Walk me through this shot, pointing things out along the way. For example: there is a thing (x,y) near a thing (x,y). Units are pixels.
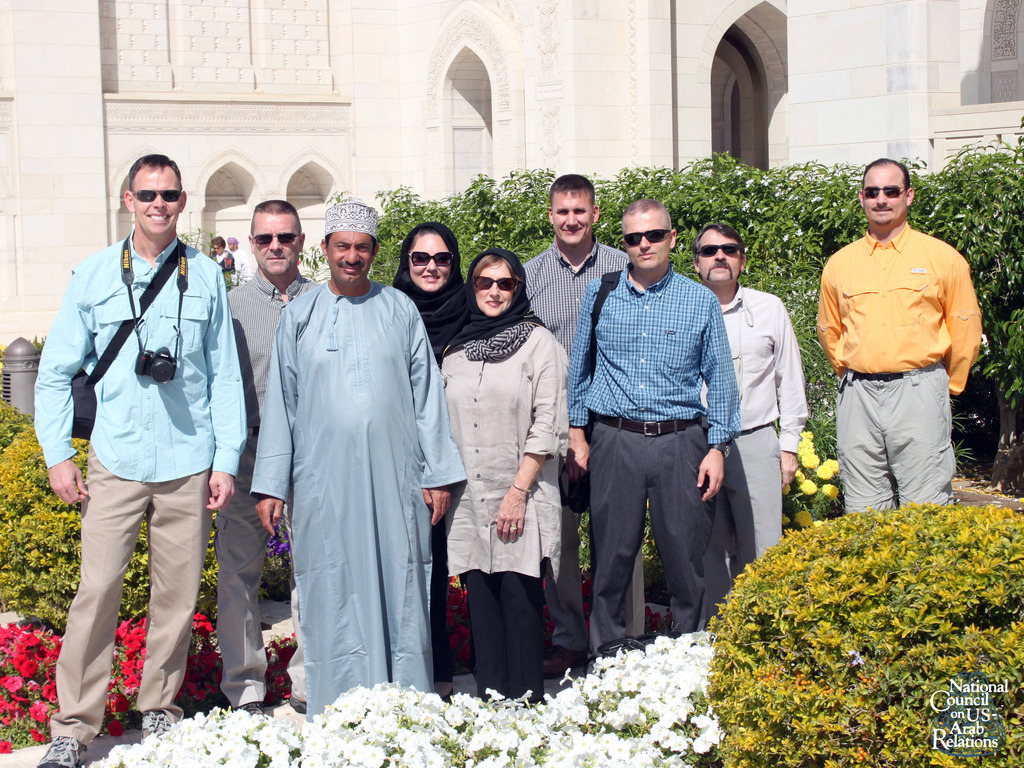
In this image there are group of people (416,358) standing, plants (808,605) with flowers (476,732), and in the background (279,179) there is a building (336,178) and a watermark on the image.
